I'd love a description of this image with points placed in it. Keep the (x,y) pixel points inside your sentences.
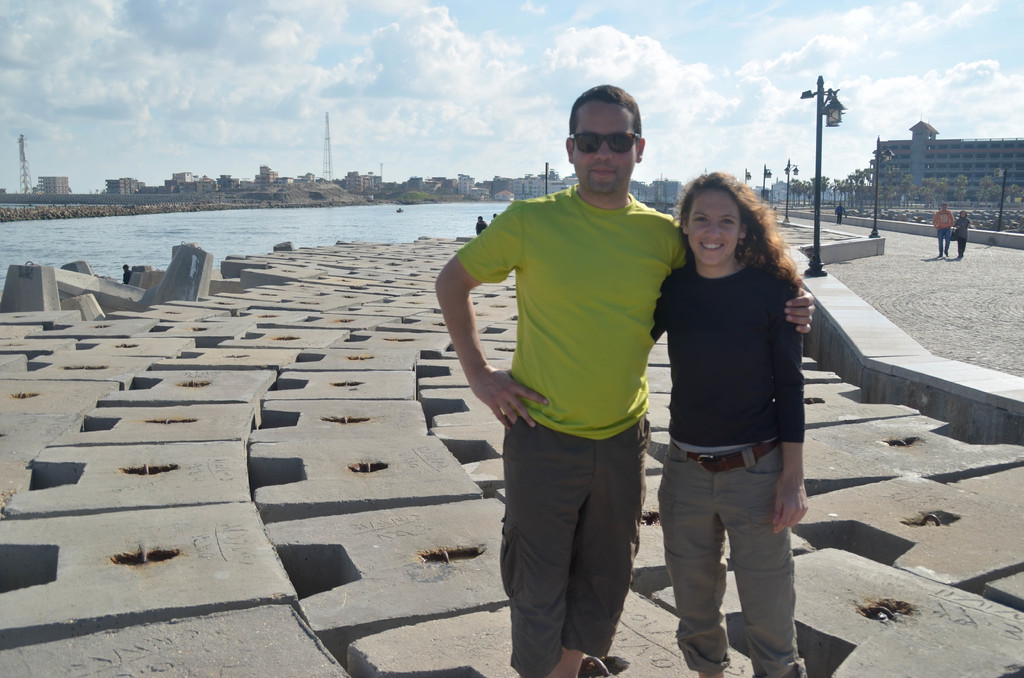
These two persons (586,311) are standing. Background (759,8) we can see persons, lights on poles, water (189,229), buildings (1004,147), trees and sky (404,135).
